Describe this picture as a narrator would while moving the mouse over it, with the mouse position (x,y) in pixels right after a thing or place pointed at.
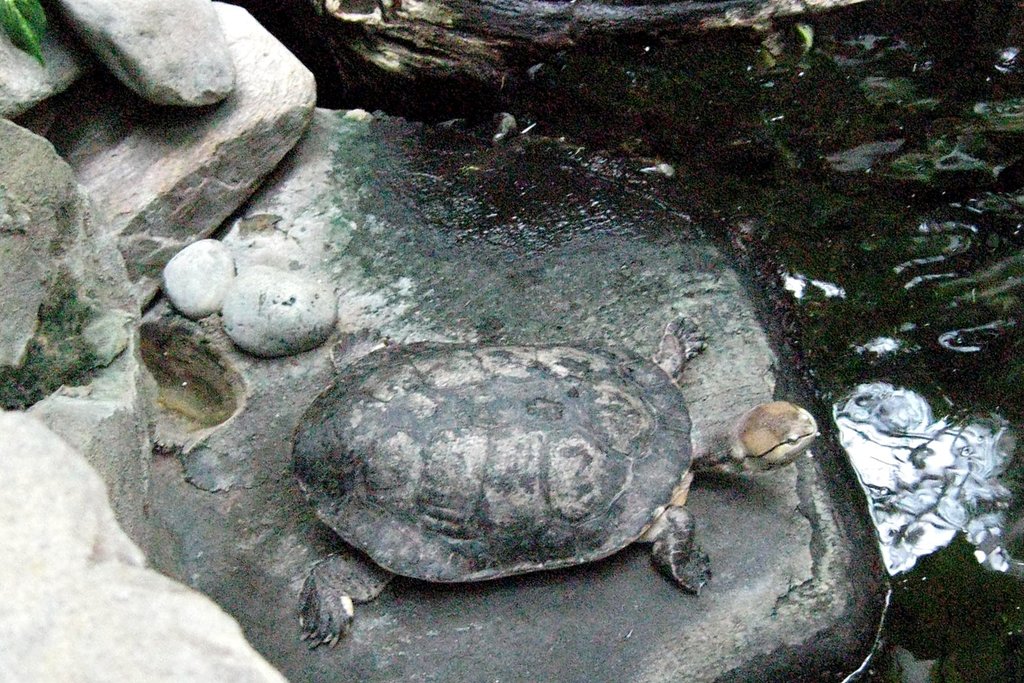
In this picture we can see the water (881,152), rocks (201,201), stones (231,306) and a tortoise (474,516). In the top left corner of the picture (27,12) we can see a green leaf (16,4).
